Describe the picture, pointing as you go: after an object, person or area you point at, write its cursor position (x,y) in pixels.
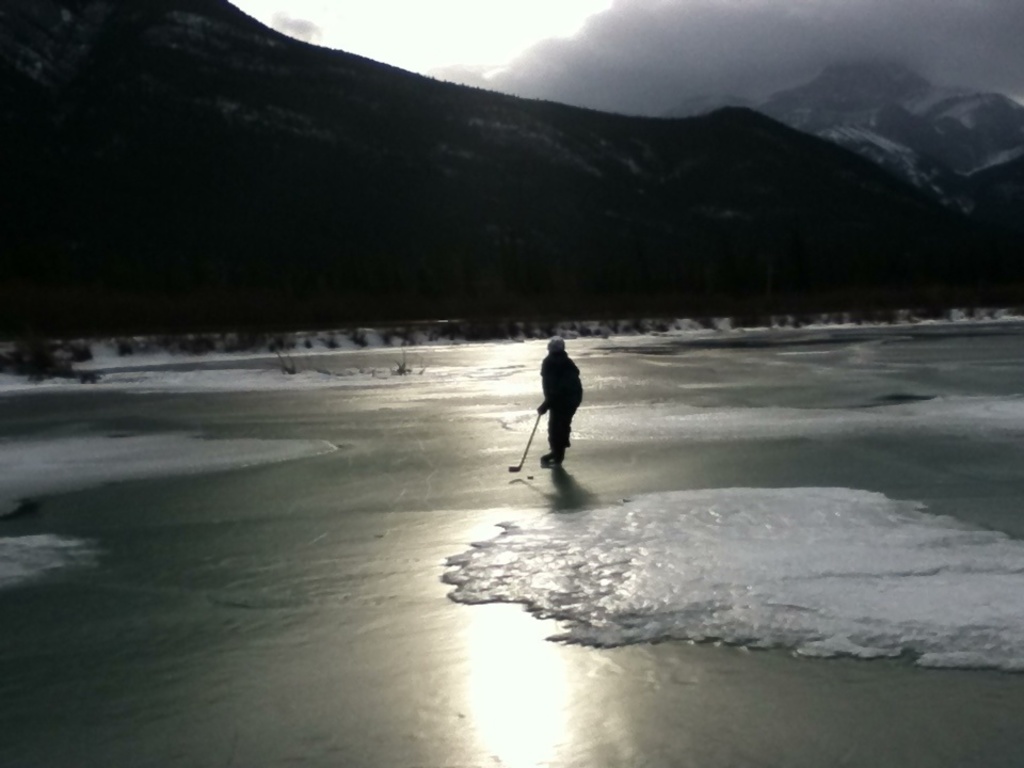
In the middle of this image (559,371), there is a person (548,360) holding a stick (515,469) and skating on the ice surface (453,497). In the background (528,195), there are mountains (725,145) and there are clouds (660,18) in the sky (715,18).
